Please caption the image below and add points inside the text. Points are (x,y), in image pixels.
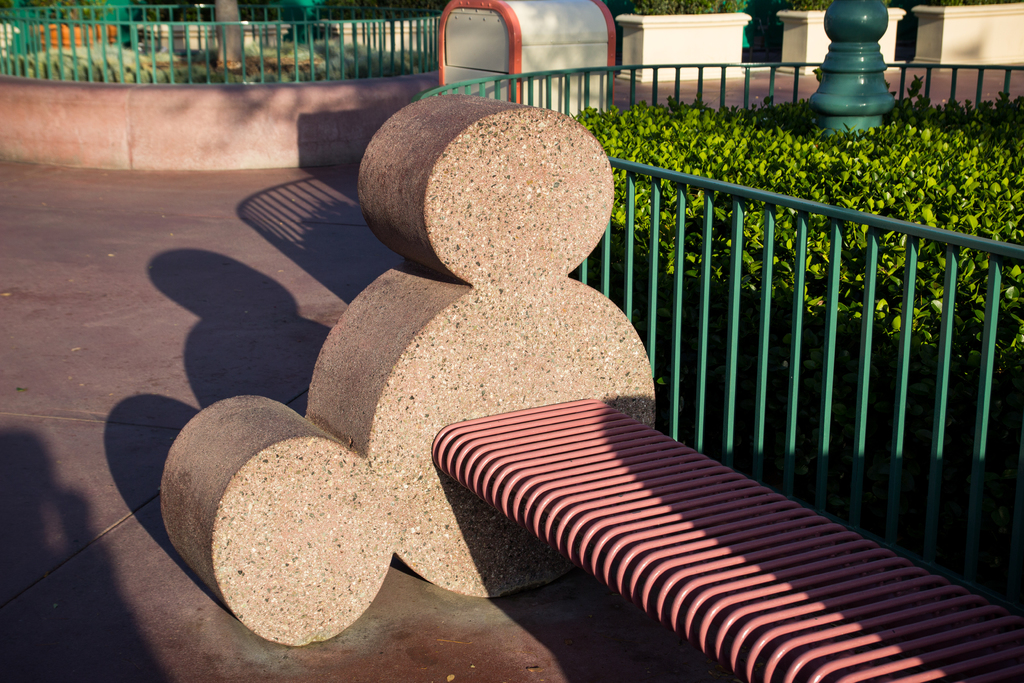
In this image I can see few plants (884,123), fencing (654,247), poles (846,59), few objects (709,57) and the bench (512,253) in front (559,419).
